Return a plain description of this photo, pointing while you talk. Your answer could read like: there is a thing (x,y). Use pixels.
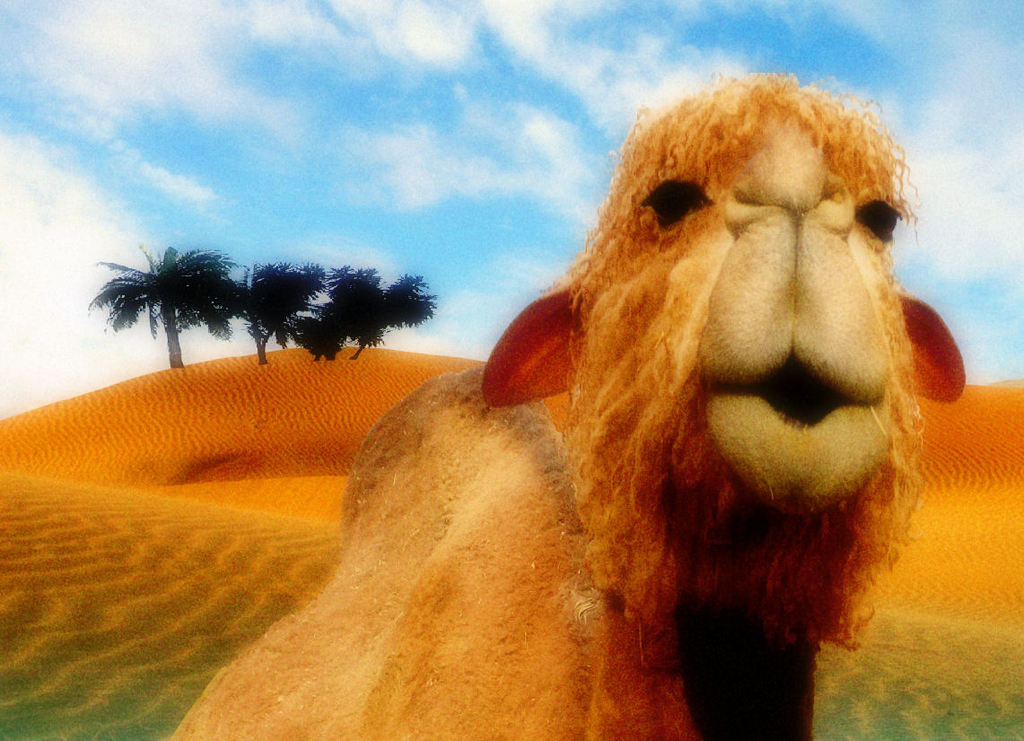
Here we can see an animal (720,339). Far there are trees (207,268). Sky (263,253) is cloudy.
